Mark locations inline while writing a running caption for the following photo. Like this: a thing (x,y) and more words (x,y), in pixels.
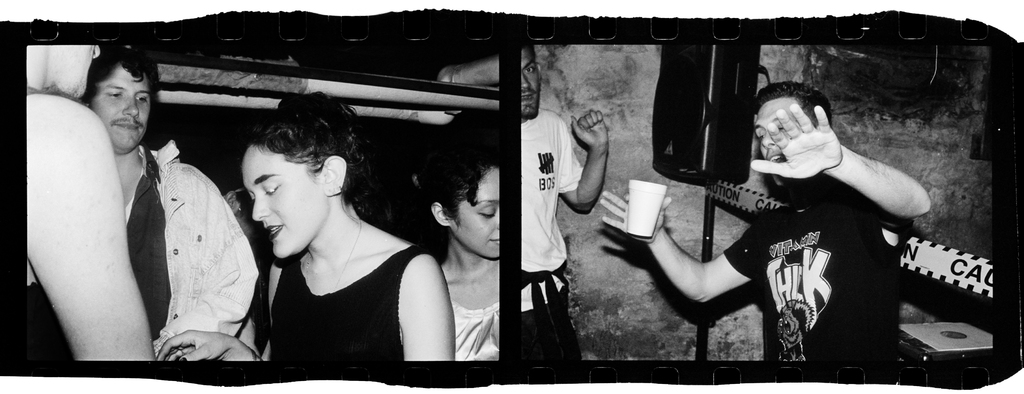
This picture is an black and white image and the image is collage. In this image, on the right side (703,265), we can see two men (554,143) and one man (812,250) is holding a glass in his hand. On the left side (90,211), we can see group of people (289,353).
